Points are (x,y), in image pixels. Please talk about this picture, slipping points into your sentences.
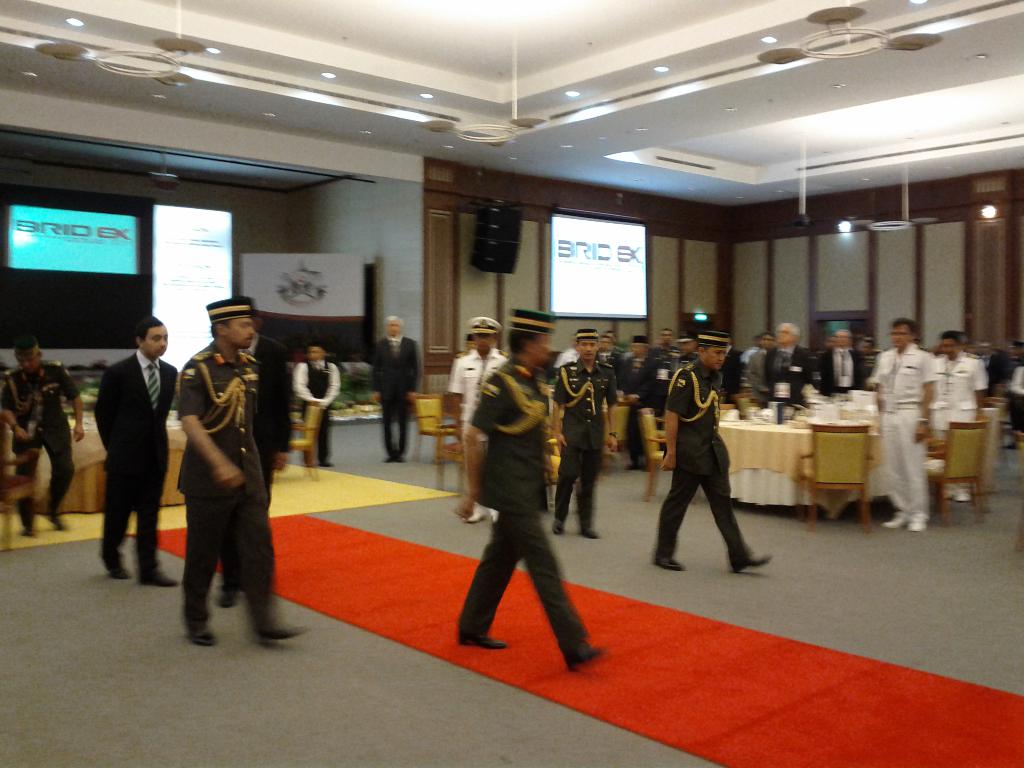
This picture is clicked inside. In the center (518,483) we can see the group of persons (253,425) wearing uniforms (686,432) and seems to be marching on the ground (552,637) and we can see the group of persons (282,419) wearing suits (383,373) and standing and we can see the group of persons (880,371) wearing white color uniforms (921,401) and standing on the ground (946,542) and we can see a red carpet (315,567) and we can see the tables (787,424) on the top of which many number of items (827,398) are placed and we can see the chairs (831,444) are placed on the ground (628,474). At the top (324,60) there is a roof (347,72) and we can see the ceiling lights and chandeliers (798,47) and we can see the wall (733,285), wall mounted speakers (502,234), projector screen (567,266) and some other objects (83,241).
